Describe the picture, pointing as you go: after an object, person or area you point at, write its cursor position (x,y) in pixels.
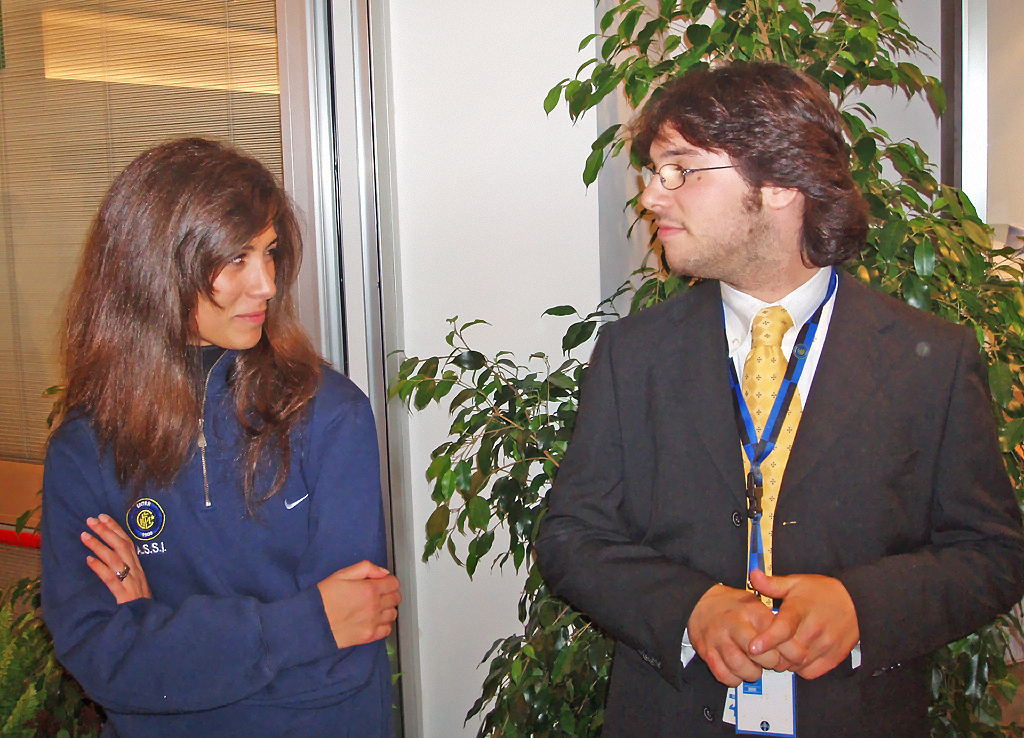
In this image there is a man (800,485) and a woman (330,549) standing, in the background (484,523) there is a plant (775,26) and a wall (484,282) to that wall (413,86) there is a door (183,122).
